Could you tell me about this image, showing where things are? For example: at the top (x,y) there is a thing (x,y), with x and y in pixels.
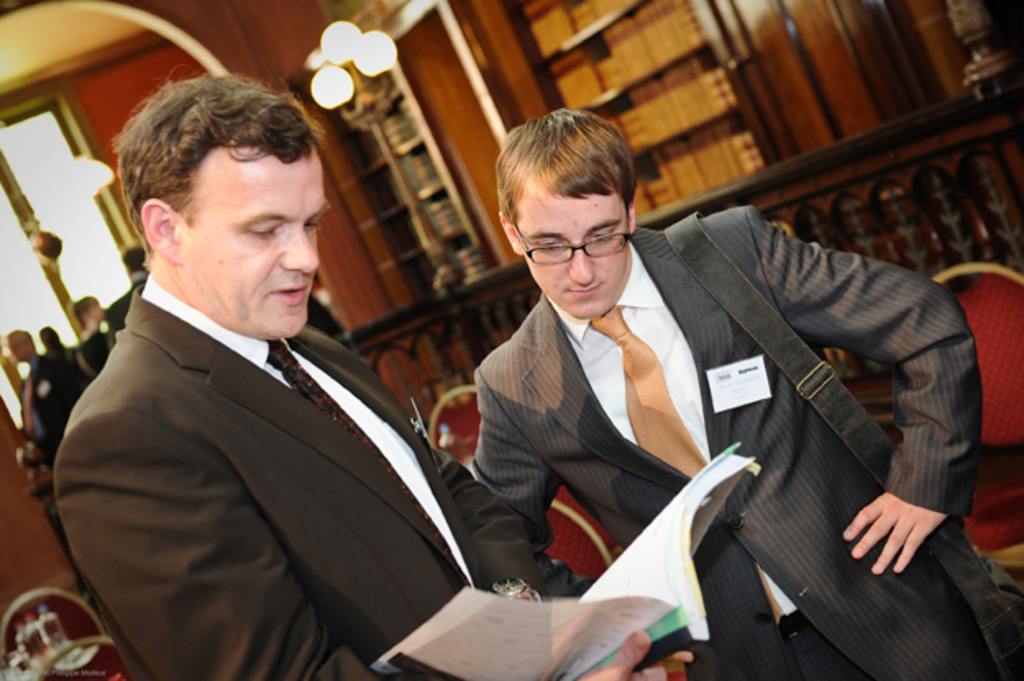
In this image we can see a man (369,456) holding a book (609,614) and the other man (754,348) wearing a bag (792,351). In the background (637,180) we can see many books (648,33) in the racks (514,35). We can also see few people (36,371) standing. Image also consists of a window (103,249), fence (412,314), lights (325,101) and also chairs (980,340). In the bottom left corner (70,672) there is text (89,672).
